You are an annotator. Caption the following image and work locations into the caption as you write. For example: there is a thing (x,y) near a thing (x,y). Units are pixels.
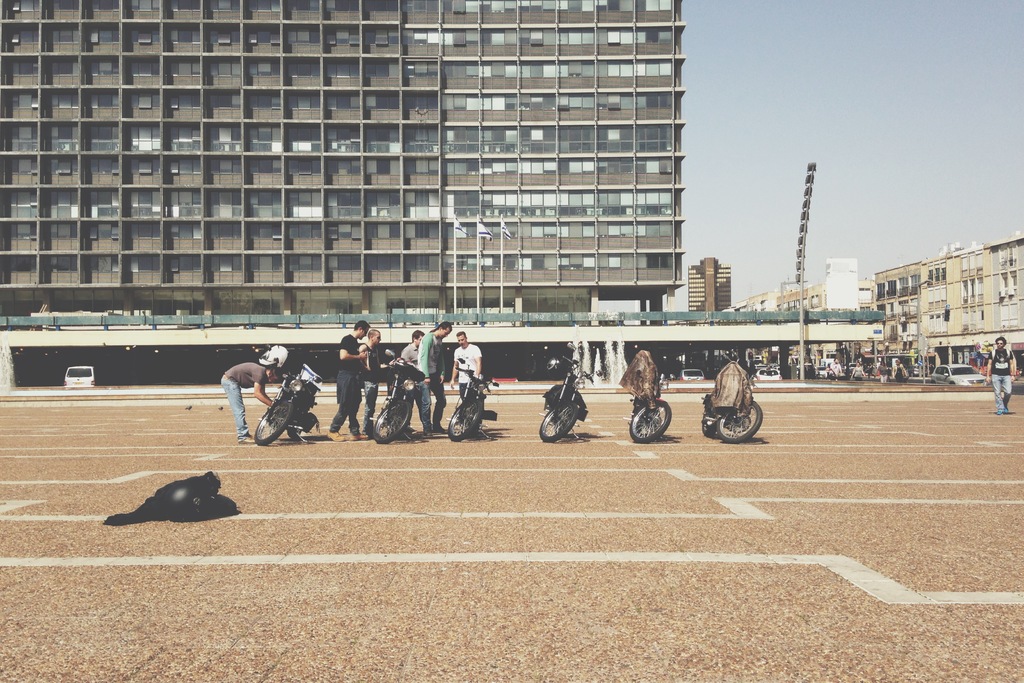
There are people (445,365) and bikes (480,382) in the center of the image (550,406), there is an object (207,500) on the left side (198,498). There are people (832,370), vehicles (971,368), buildings (590,194), fountains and sky (854,200) in the background area (734,262).
